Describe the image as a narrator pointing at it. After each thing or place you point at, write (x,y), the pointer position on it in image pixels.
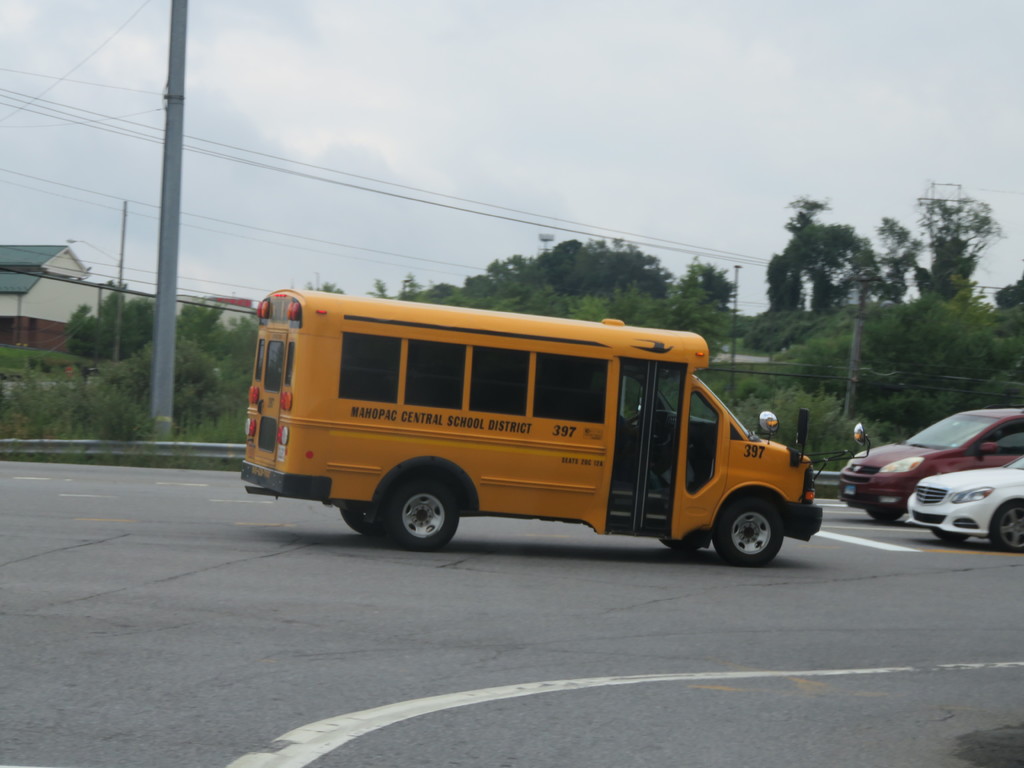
There are vehicles (489,502) present on the road (307,521) as we can see in the middle of this image (448,409). We can see trees (936,347), poles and buildings (82,269) in the background (181,358). We can see the sky (528,199) at the top of this image (596,163).
